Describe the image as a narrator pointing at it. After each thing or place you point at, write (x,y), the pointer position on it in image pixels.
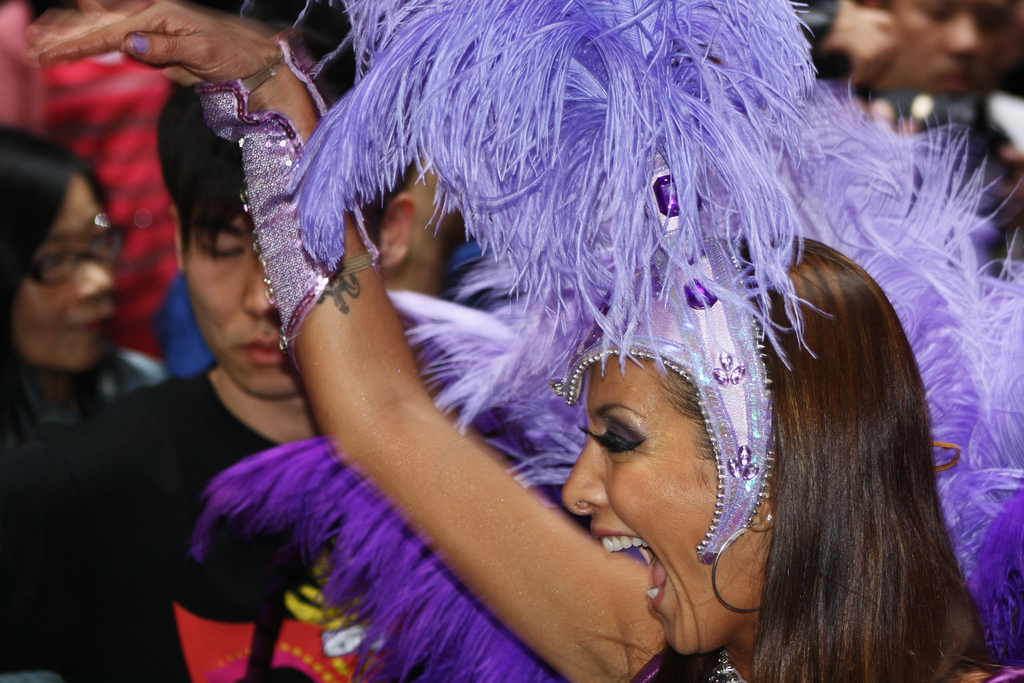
On the right side (899,458), there is a woman (907,499) doing a performance. In the background (100,276), there are other persons (75,280).
